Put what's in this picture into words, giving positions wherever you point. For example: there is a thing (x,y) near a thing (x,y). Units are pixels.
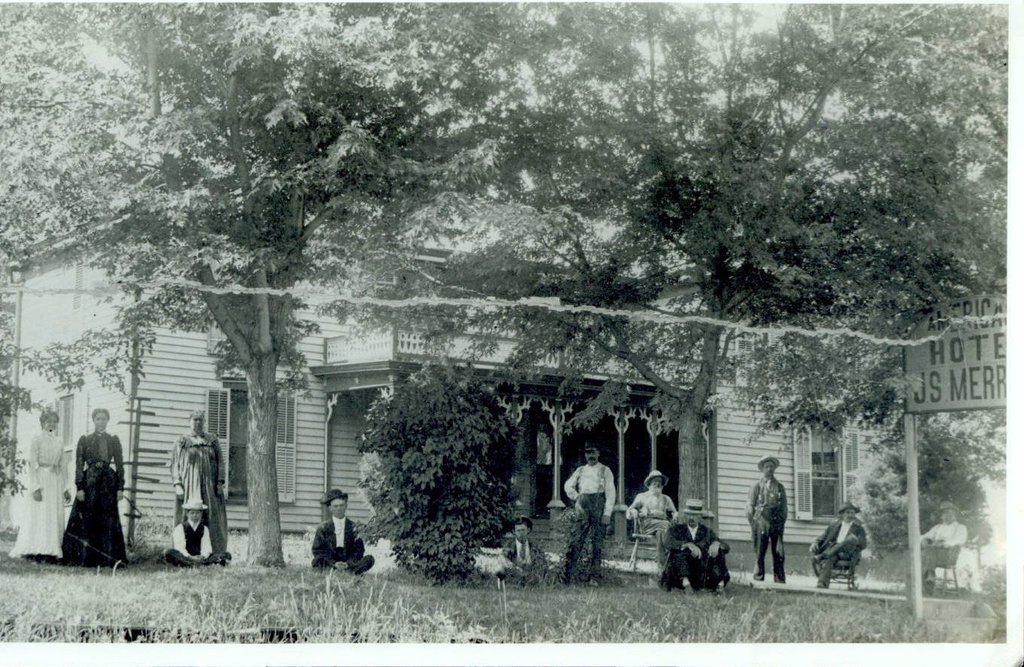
In this image we can see that some persons (855,538) are sitting and standing on the grass (491,595). In addition to these we can see sky (622,60), trees (564,168), building (356,355), windows (283,492), poles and an advertisement board (944,364).
